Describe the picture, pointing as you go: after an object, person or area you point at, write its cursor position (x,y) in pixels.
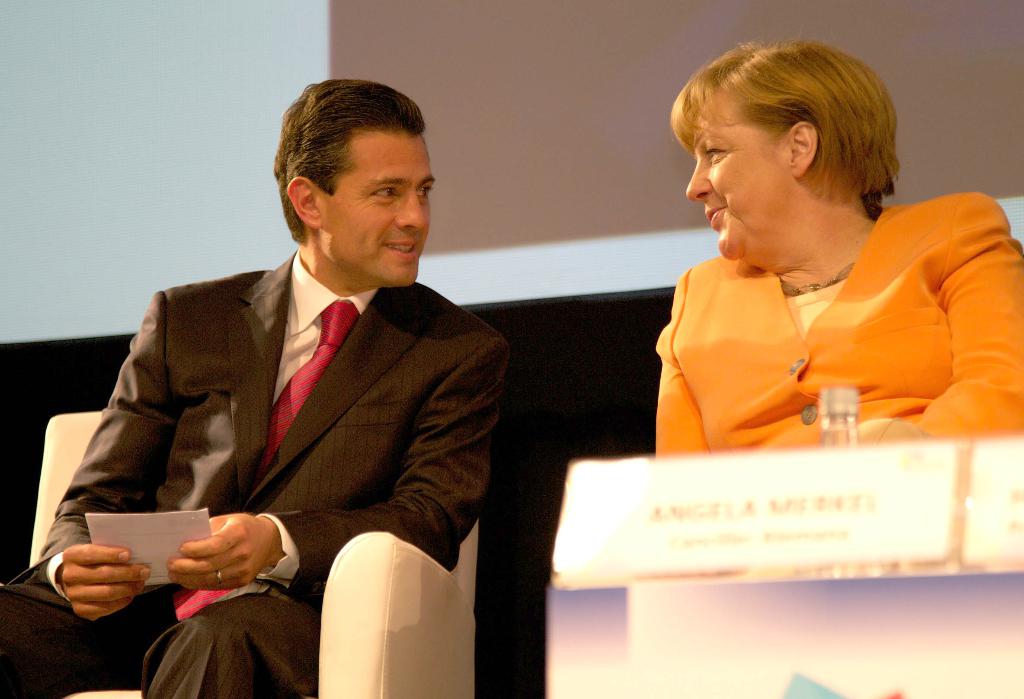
In the picture I can see a person (160,446) wearing blazer (190,374), white shirt (314,334) and tie (317,376) is sitting on the chair (359,619) by holding a paper (164,522) in his hands (121,589). On the right side of the image (953,370) we can see a woman (781,426) wearing an orange color dress (712,320) is sitting and smiling. This part of the image blurred, where we can see a name board (625,496). In the background (940,8), we can see a projector screen (548,0).
